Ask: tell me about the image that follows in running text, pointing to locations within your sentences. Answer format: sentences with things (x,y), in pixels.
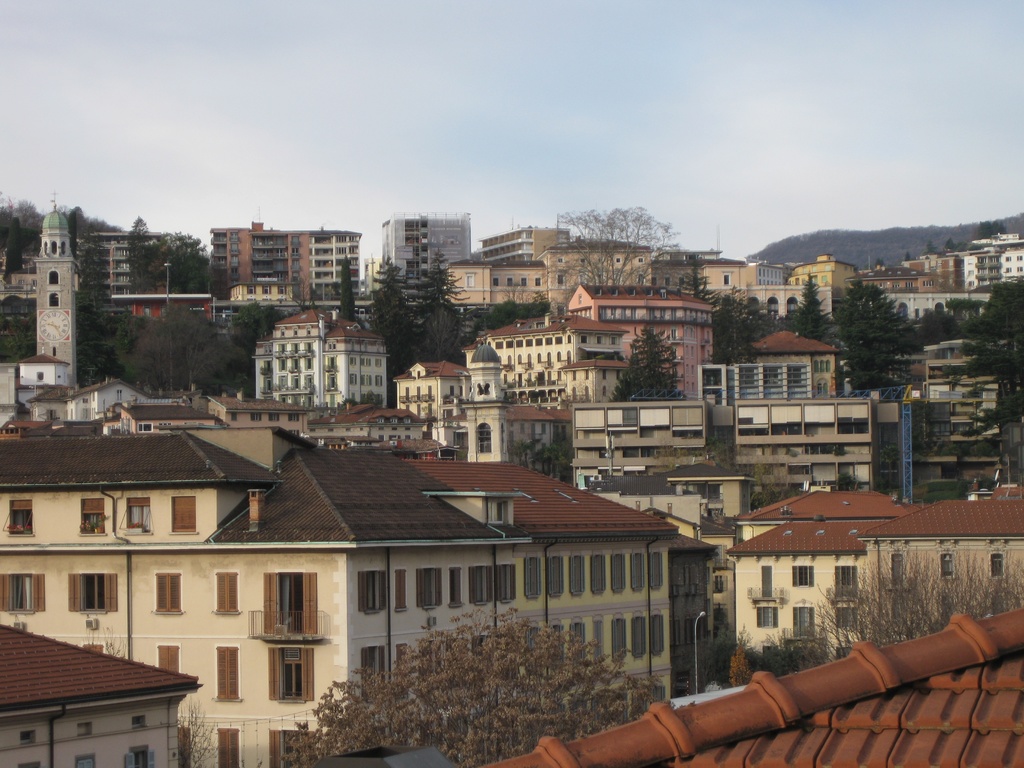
In this image, I can see at the bottom (581,669) there are trees (599,692), houses (584,564), buildings (482,389). At the top (304,97) it is the sky (657,78).
